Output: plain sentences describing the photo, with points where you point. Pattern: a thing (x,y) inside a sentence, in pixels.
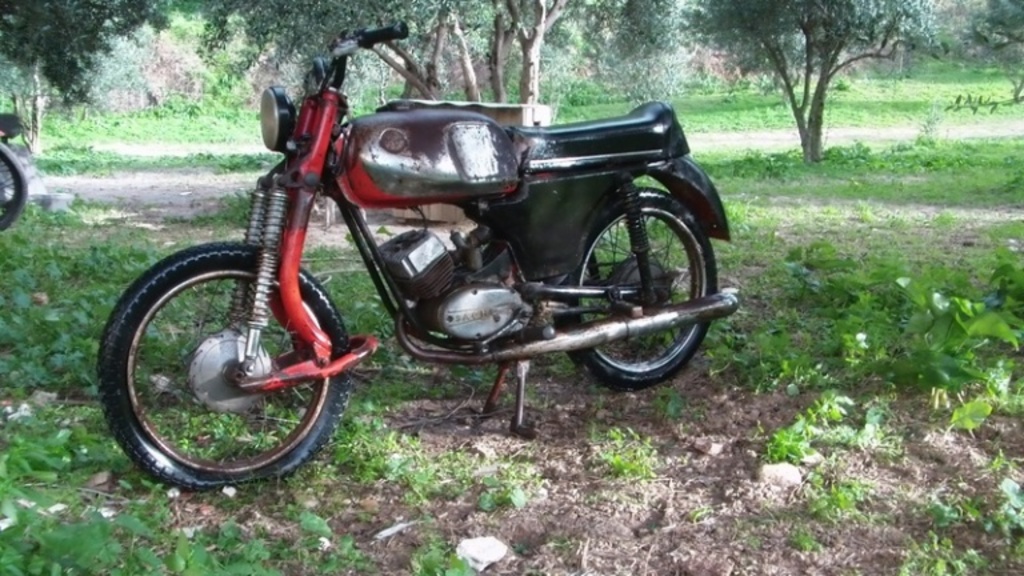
In this picture we can see a motor bike (374,190) on the ground (526,460), grass (48,283) and in the background (258,35) we can see trees (306,32).
